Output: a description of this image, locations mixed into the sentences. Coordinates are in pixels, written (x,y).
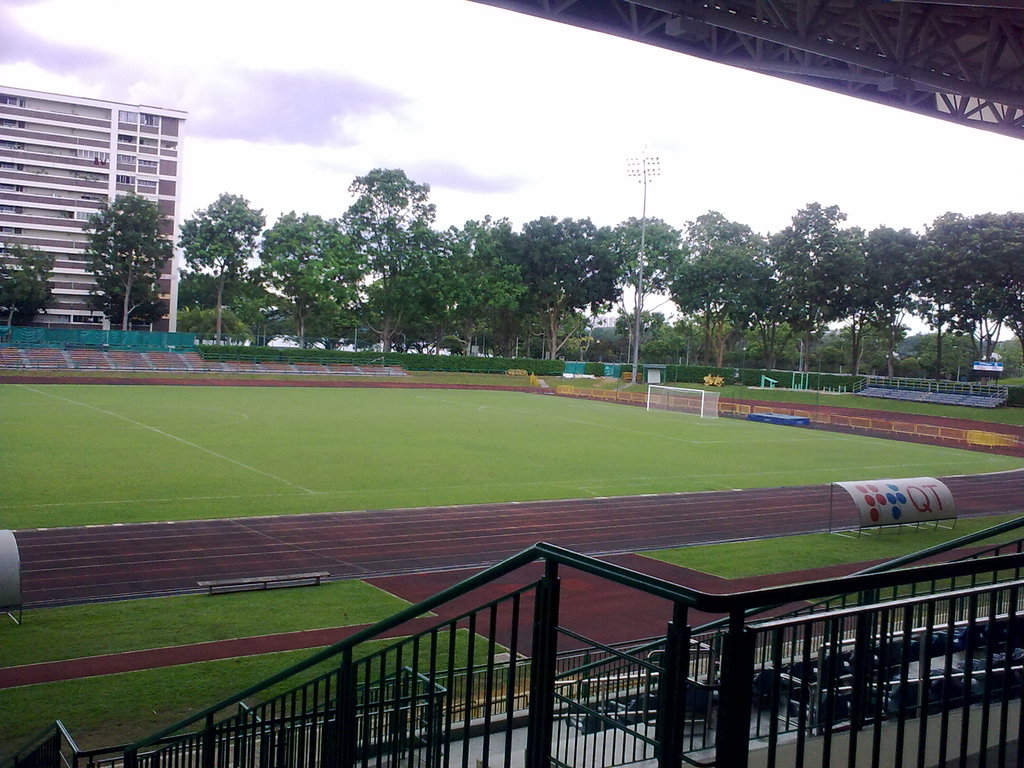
At the bottom of the image (602,709) we can see the fences (648,680). In the background (298,102), we can see the sky (358,74), clouds (377,144), trees (696,268), one building (59,215), grass (544,438), one pole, goal post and a few other objects (875,80).
